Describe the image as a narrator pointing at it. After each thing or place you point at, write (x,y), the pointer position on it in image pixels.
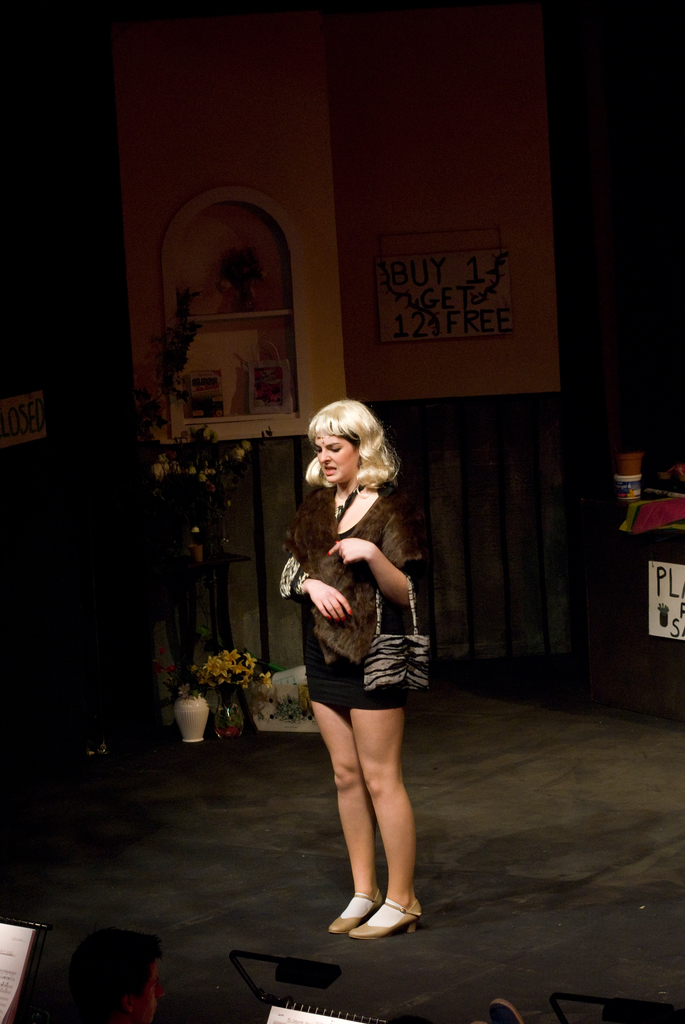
In this picture I can see a woman (323,650) standing on the floor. I can see the plant vase (237,668) on the left side (227,664). I can see the rack shelf (232,310). I can see wooden wall (442,515).
